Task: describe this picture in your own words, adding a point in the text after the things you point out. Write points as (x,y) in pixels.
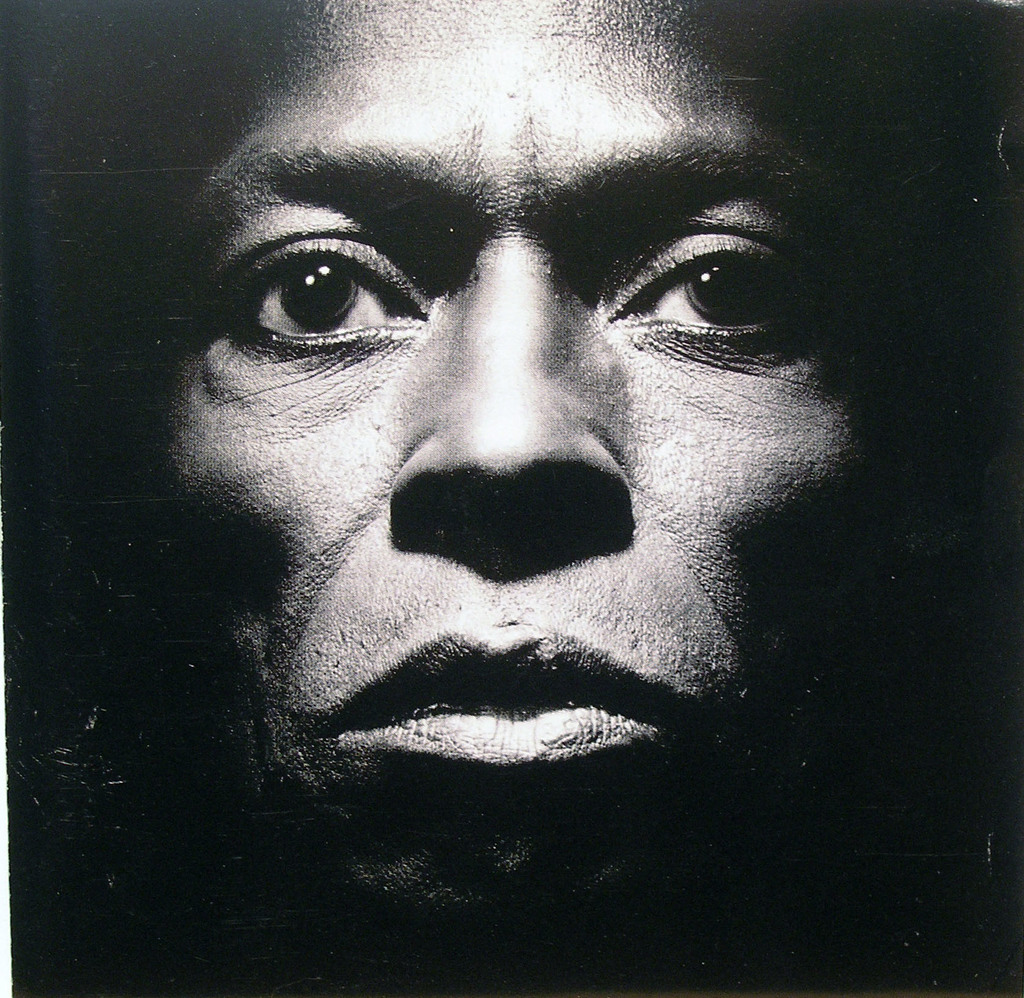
In this picture we can see a person's face (402,896) and in the background (93,731) it is dark.
